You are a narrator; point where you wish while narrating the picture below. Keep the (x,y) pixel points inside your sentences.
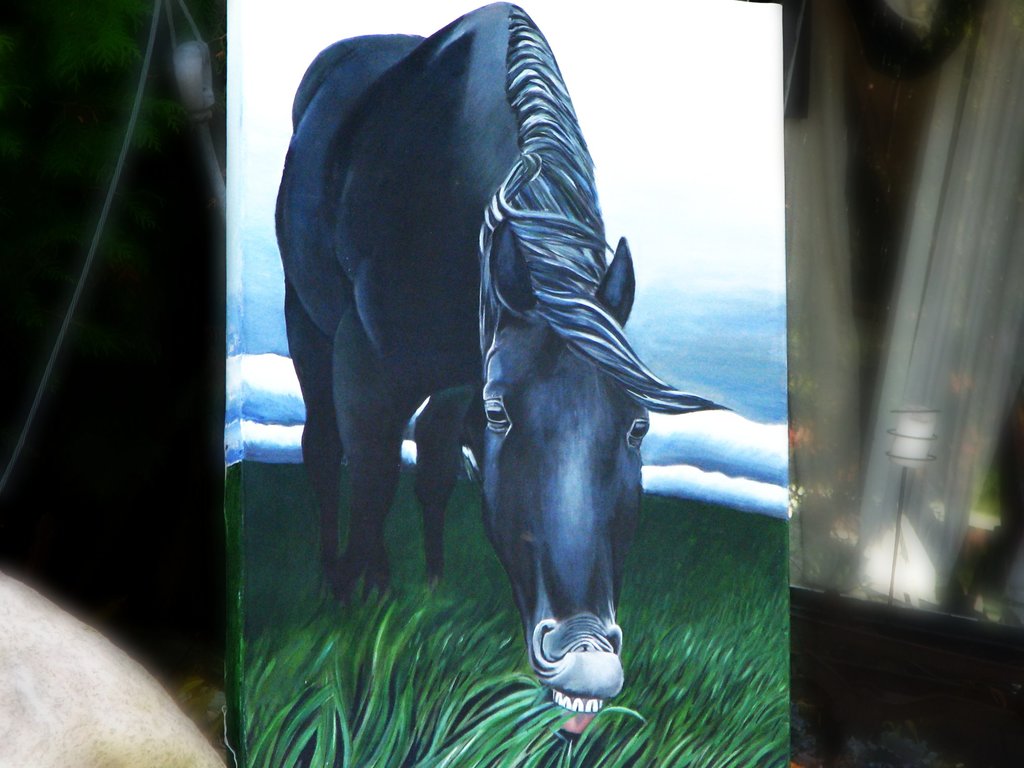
In the center of the image (385,309) we can see a board (524,427). On the board (533,503) we can see an animal (618,333), snow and grass (421,625). On the right side of the image (815,253) we can see the curtain (895,412), lamp (930,423). On the left side of the image (204,76) we can see an object (194,104) and wire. In the background (140,577), the image is blur.
